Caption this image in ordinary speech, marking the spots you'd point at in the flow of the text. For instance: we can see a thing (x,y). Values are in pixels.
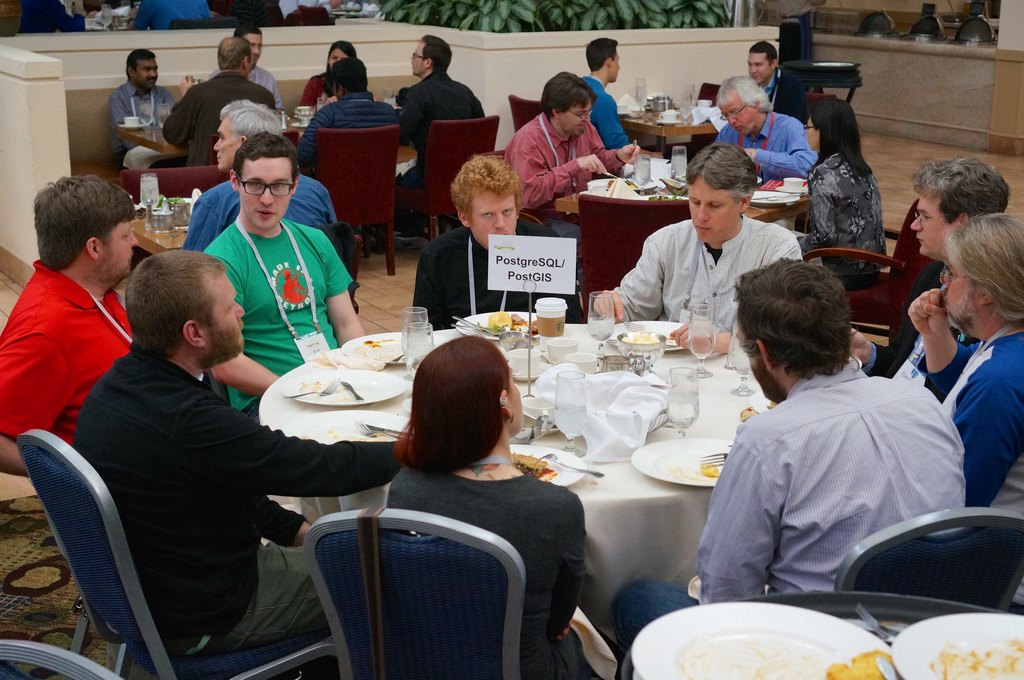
in a building (593,357) there are tables (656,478). on a table (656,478) in the front (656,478) there is a white cloth (605,473) on which there are plates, fork (588,473), glasses (668,388), cup (547,301), board (533,261). people (530,626) are seated around the chairs (513,617) on blue chairs (507,614). behind that there are 3 more table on which people (553,120) are seated. at the back (664,16) there are plants (528,19).
